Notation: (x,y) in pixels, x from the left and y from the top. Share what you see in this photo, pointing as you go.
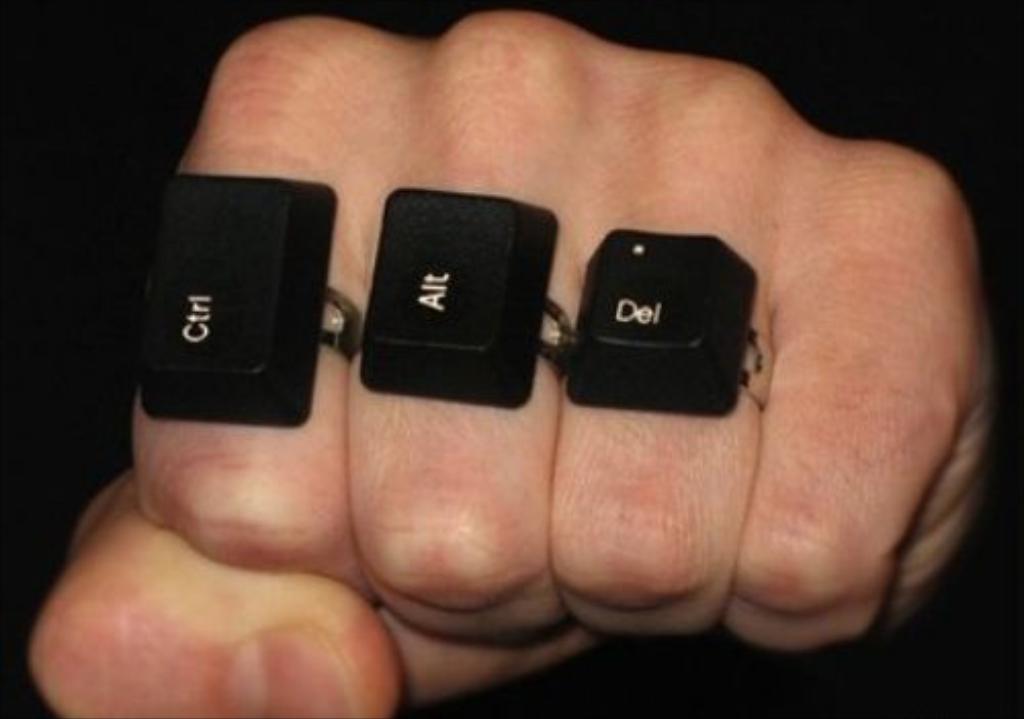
In this image I can see a human hand (603,444) and three black rings (374,287). Background (144,21) is in black color.
